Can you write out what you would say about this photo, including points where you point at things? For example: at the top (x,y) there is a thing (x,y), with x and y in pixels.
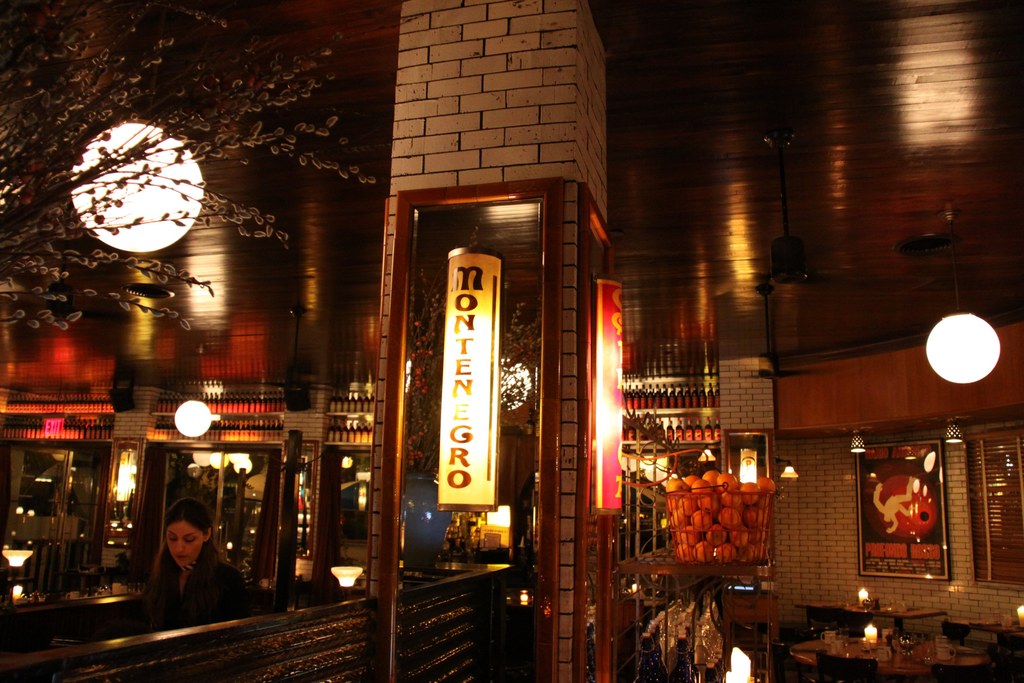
In this image we can see a woman (232,607), a basket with the fruits (694,525). We can see the tables (815,607), chairs (943,672), candles (867,594), mirrors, pillar (532,61), lights (966,344), flower vase (12,189) and also the frames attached to the wall (782,446). We can also see the ceiling (653,291).
